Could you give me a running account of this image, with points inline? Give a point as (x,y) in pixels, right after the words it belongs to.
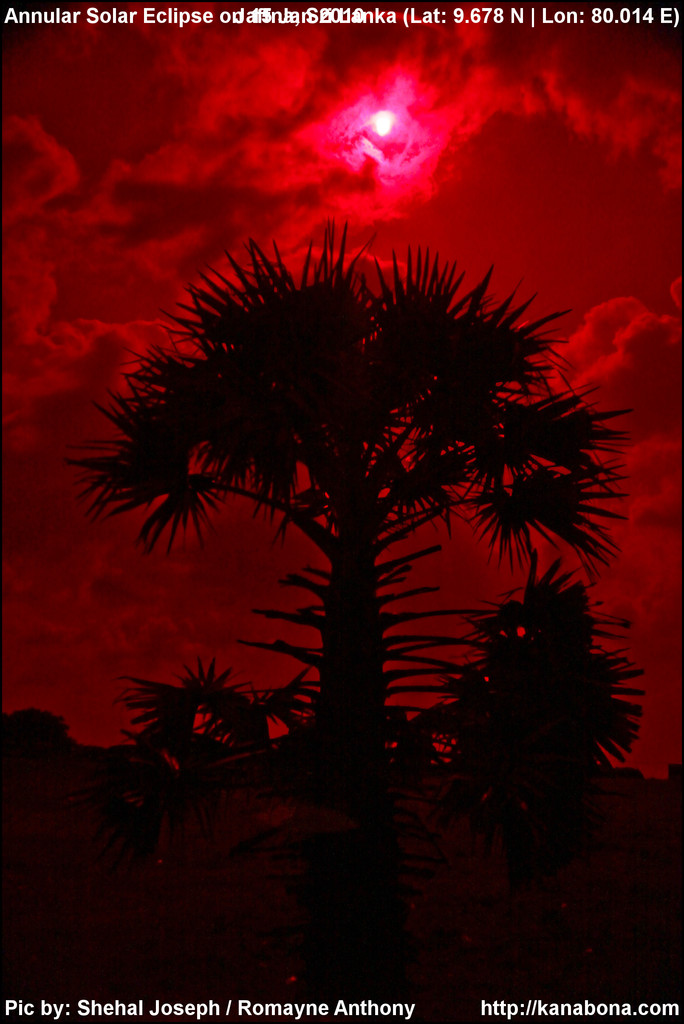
In the image we can see the trees (394,990), cloudy sky (395,110) and the sun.
